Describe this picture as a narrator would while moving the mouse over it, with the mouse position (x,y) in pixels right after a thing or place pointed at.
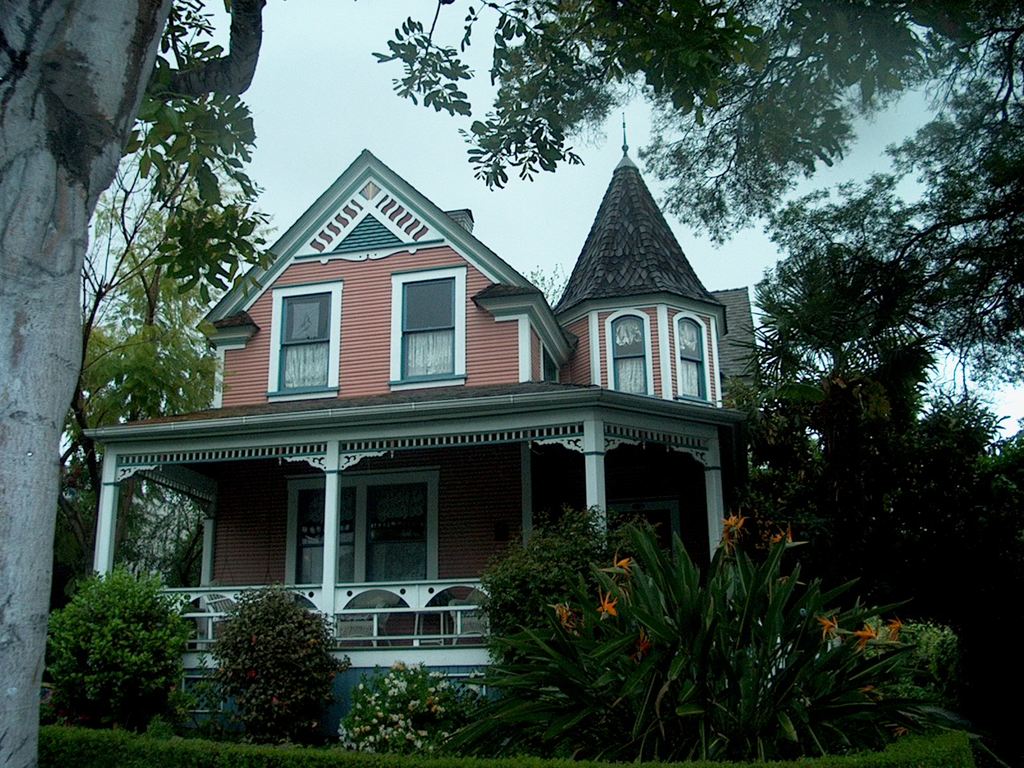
This image is clicked outside. There is a building (444,455) in the middle (441,381). There are trees (60,157) on the left side (104,328) and right side (831,520). There are bushes (629,662) at the bottom (571,646). There is sky (267,114) at the top (315,105).
